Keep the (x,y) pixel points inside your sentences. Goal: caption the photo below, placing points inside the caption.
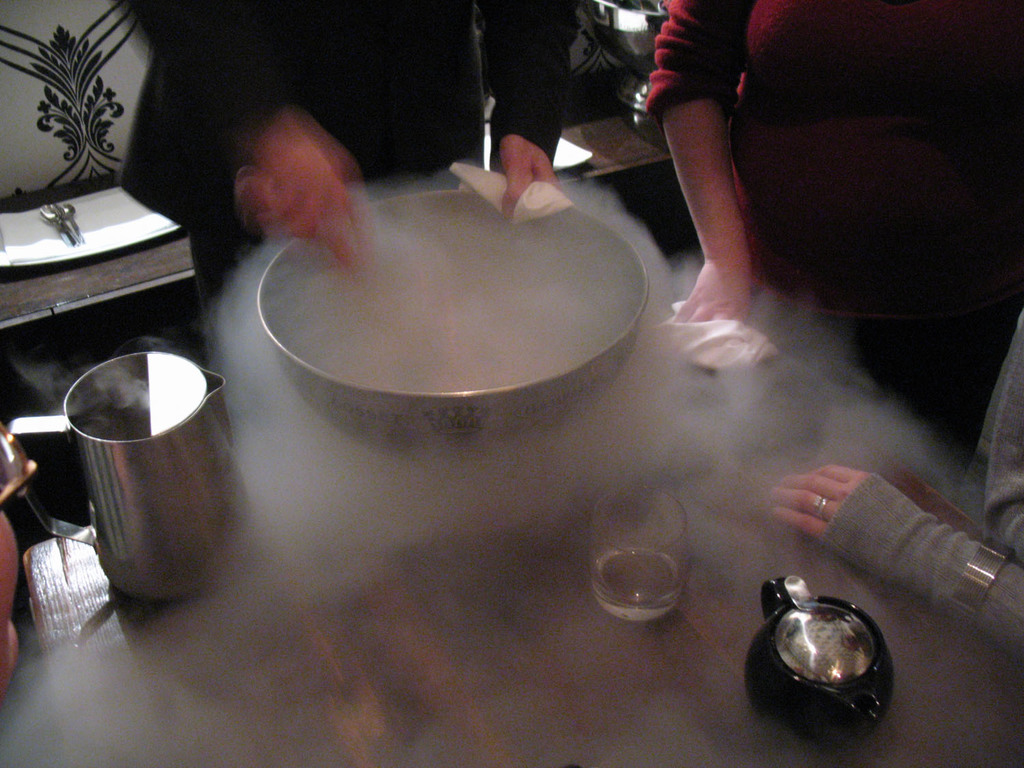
In this image there is a glass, there is a jar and some other objects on the table (434,510) and there is a person (310,184) holding some object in his hand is stirring in the bowl (499,298), beside him there is another person (742,306) standing, behind him there are plates (109,241) and some other objects (78,234) on the platform (100,272), behind that there is a wall (85,73).
